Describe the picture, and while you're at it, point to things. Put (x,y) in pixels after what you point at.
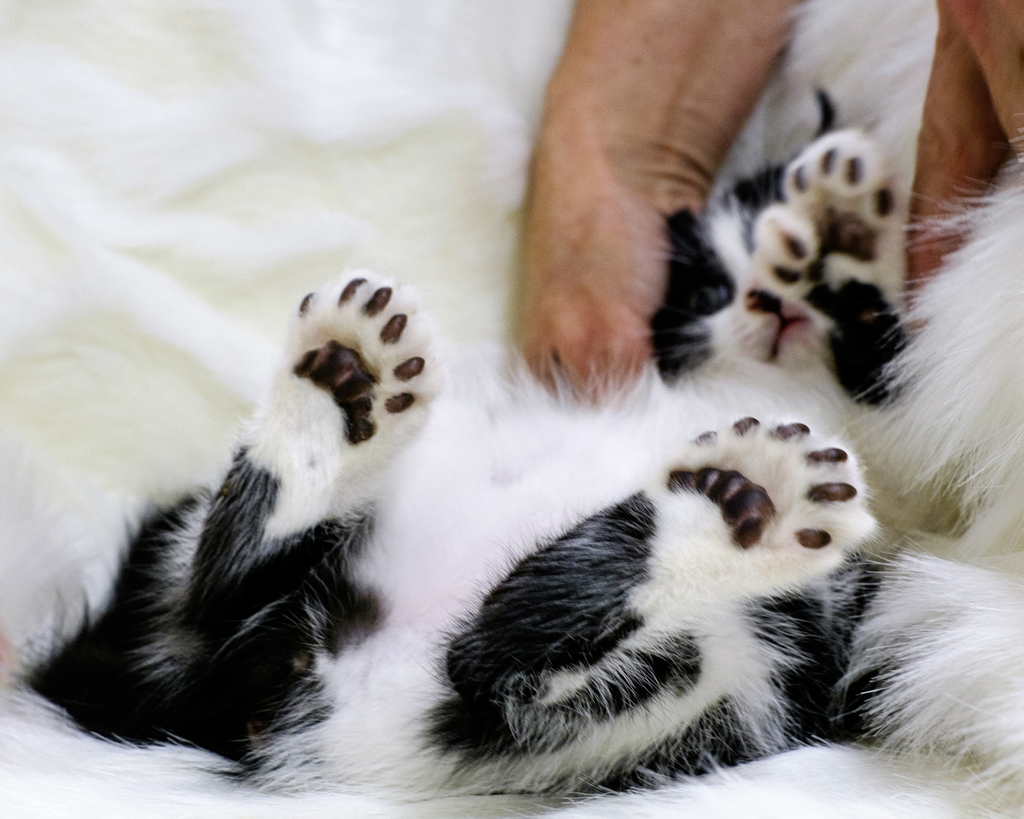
In this picture, we see the domestic animal (672,545) in white and black color. Beside that, we see the hand (599,238) of the person (597,199). In the right top (921,153), we see the fingers (990,142) of the hand (990,142). In the background (270,239), it is white in color and it might be a white blanket (367,216).
